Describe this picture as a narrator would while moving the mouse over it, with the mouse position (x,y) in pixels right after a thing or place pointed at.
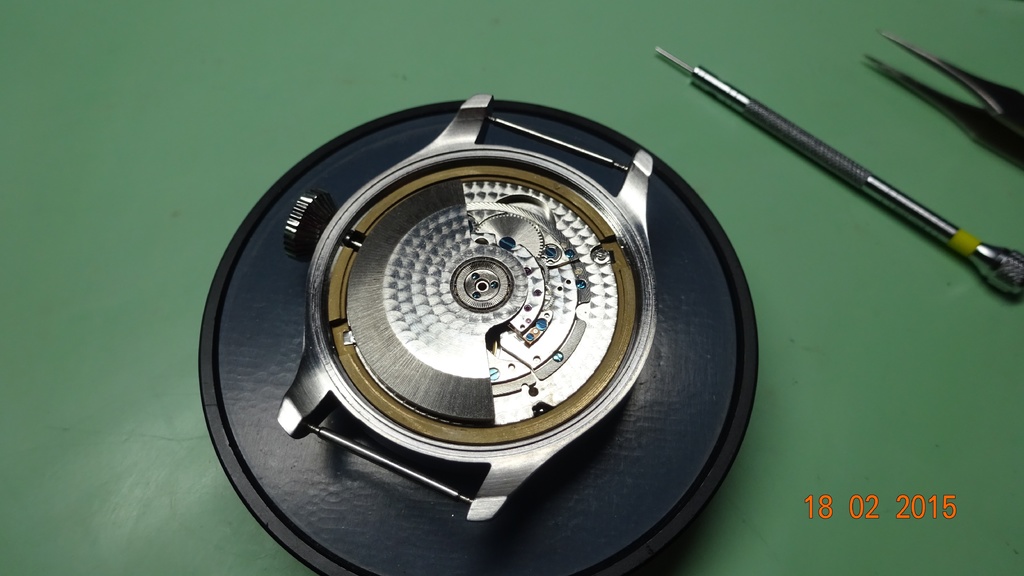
In this picture I can see a watch dial (487,300). In the right side (856,173) I can see few Instruments (892,40). At the right bottom (955,506) there is some text (847,512).
